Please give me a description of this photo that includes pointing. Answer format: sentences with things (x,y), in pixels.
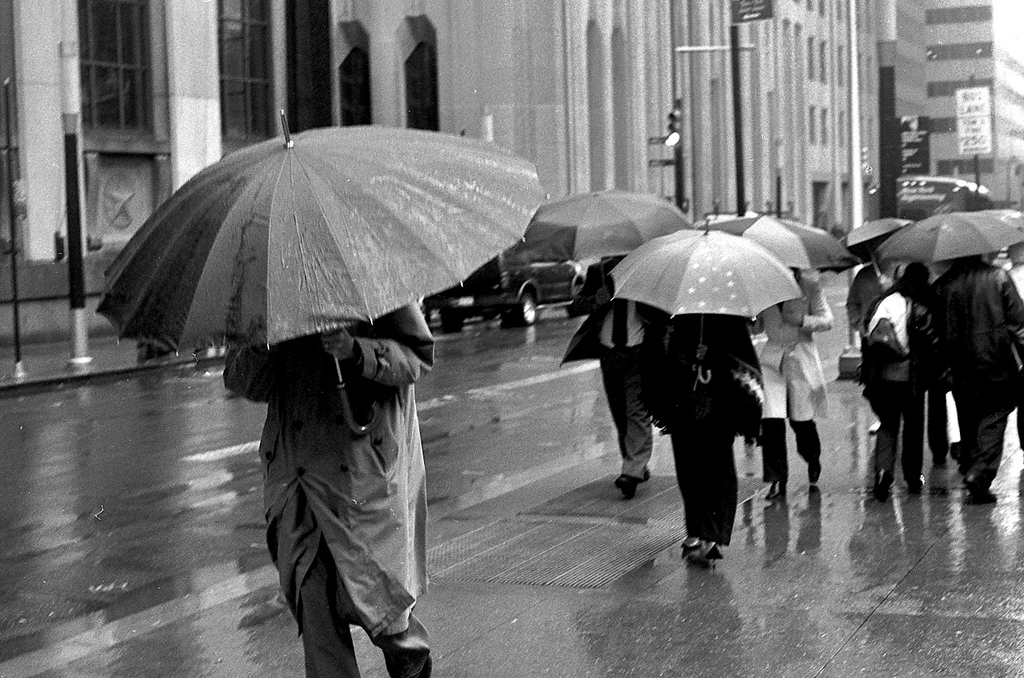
In this image we can see a black and white image. In this image we can see some persons (610,327), umbrellas (709,261) and other objects (515,246). In the background of the image (38,72) there are buildings (760,58), name boards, poles (854,84) and other objects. At the bottom of the image (762,624) there is the road (720,613).
